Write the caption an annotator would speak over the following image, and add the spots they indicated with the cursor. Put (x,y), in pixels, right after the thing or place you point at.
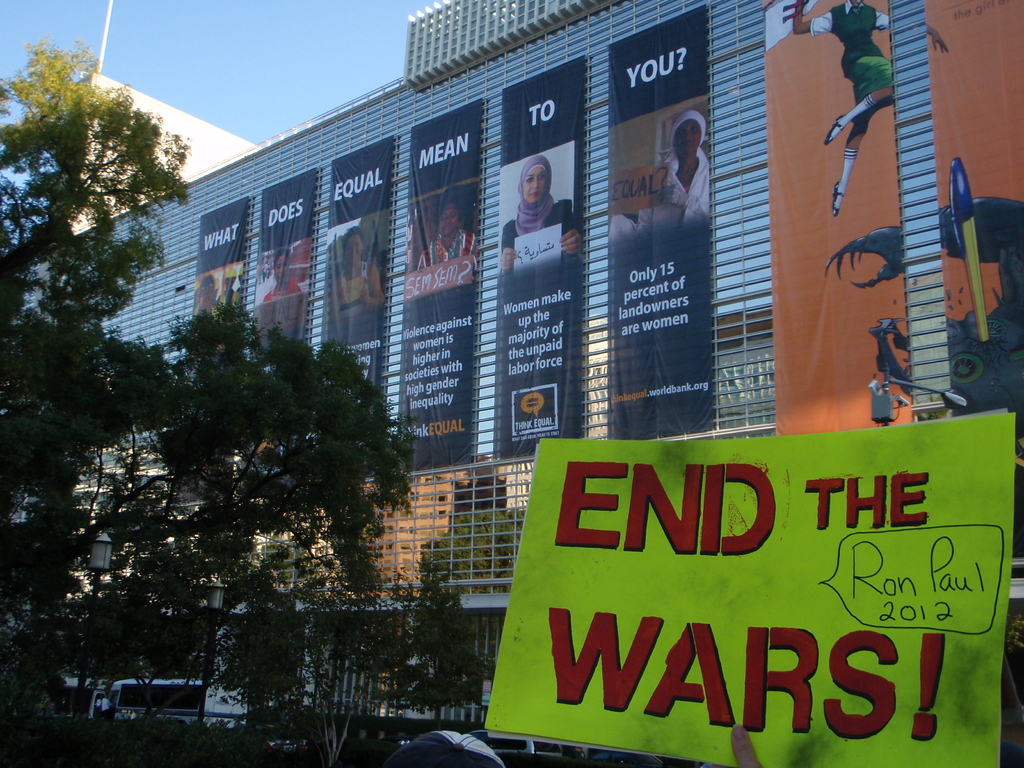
In the image we can see a building (404,243), there are banners (414,273), trees (171,502), vehicle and a poster (742,514). We can even see a pale blue sky (348,15) and a text (769,527). This is a finger (742,748) of a person (744,730).
